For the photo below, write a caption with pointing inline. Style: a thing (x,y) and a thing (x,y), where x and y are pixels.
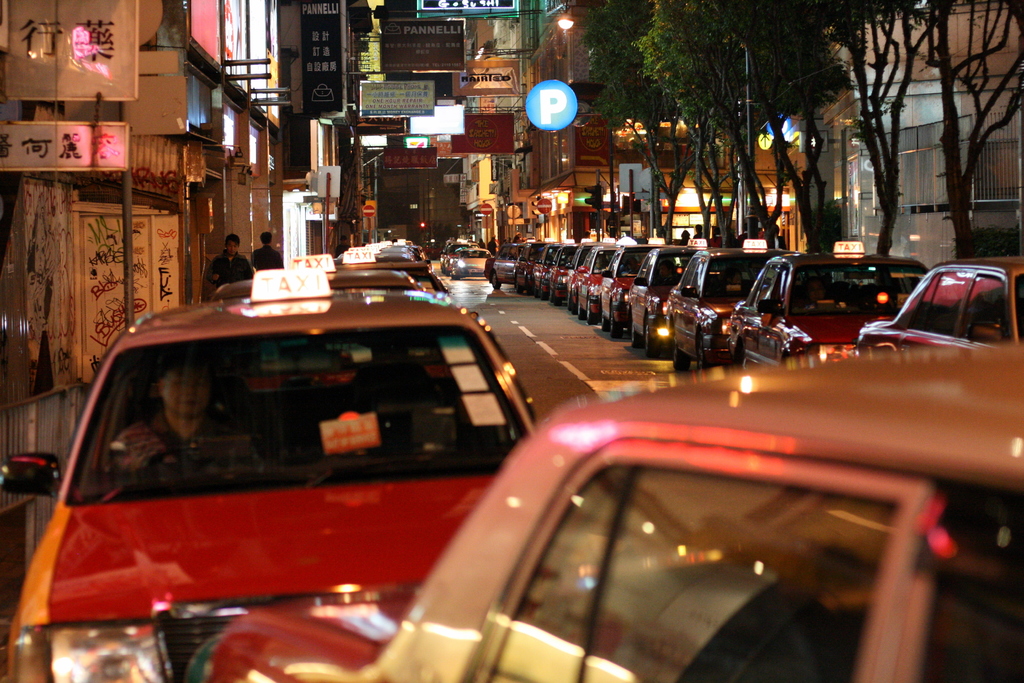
In this image I can see there are cars (714,302) on the road (527,297). And there are trees (664,187) and sign boards (648,189). And there are buildings (507,36). And in between the buildings (531,69) there are boards (486,131) with text (500,80). And there are persons (269,242).
